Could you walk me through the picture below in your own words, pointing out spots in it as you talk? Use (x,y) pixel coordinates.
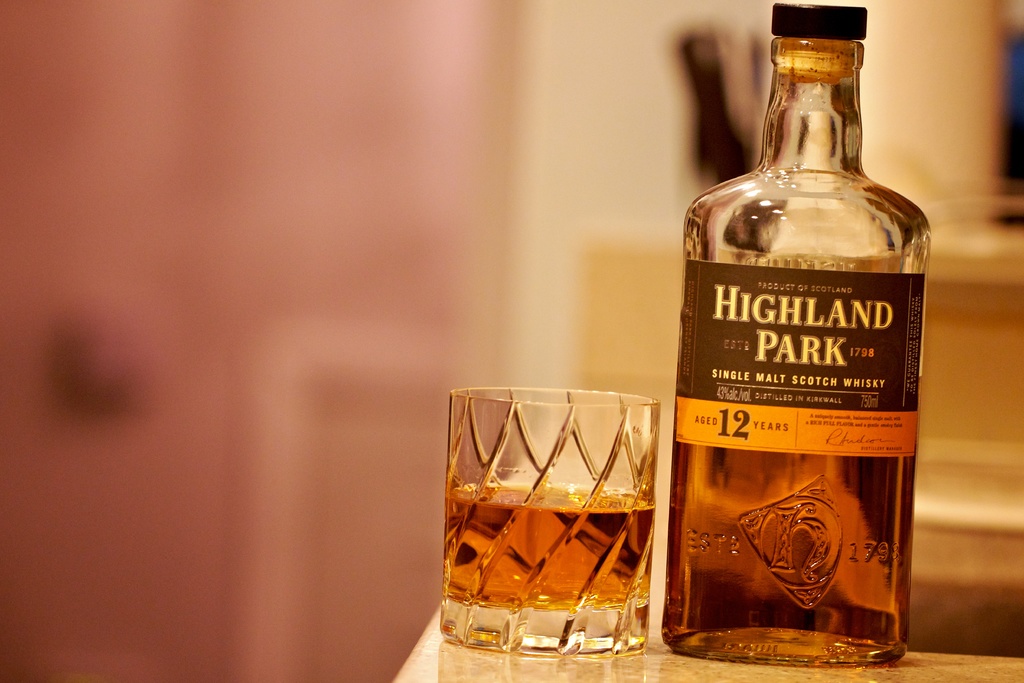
In this image In the middle (531,448) there is a bottle (813,358) and glass (489,520) filled with drink (701,552).
